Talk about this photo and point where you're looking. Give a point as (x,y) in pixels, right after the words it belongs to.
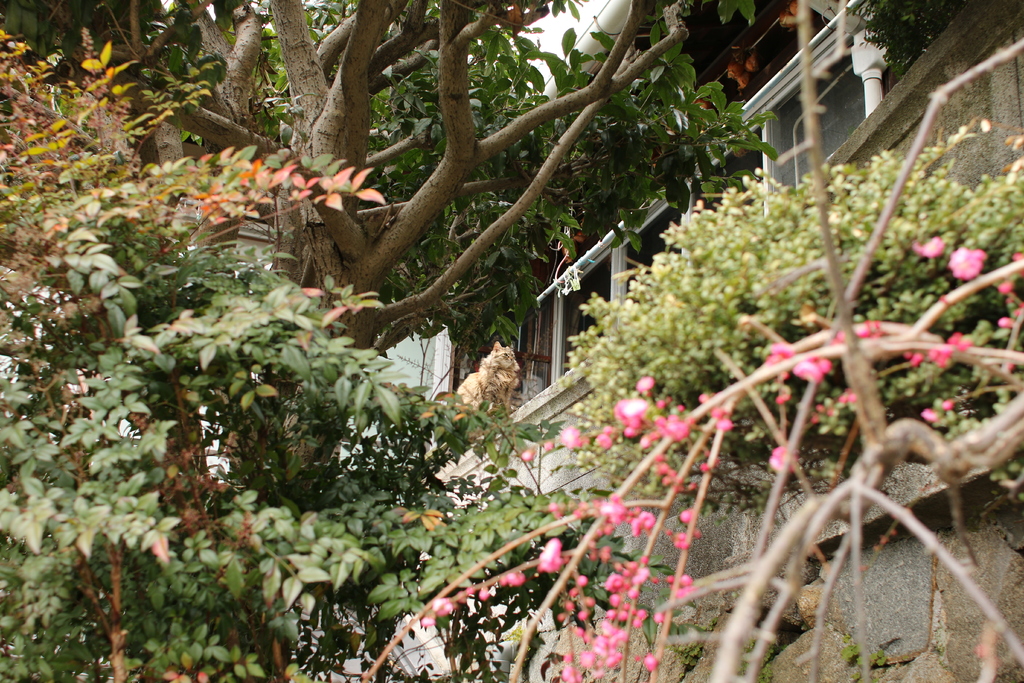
On the right side (918,432), there is a tree (950,559) having pink color flowers (980,264). In the background (763,481), there are plants (226,531), trees (423,16) and a building (473,367).
